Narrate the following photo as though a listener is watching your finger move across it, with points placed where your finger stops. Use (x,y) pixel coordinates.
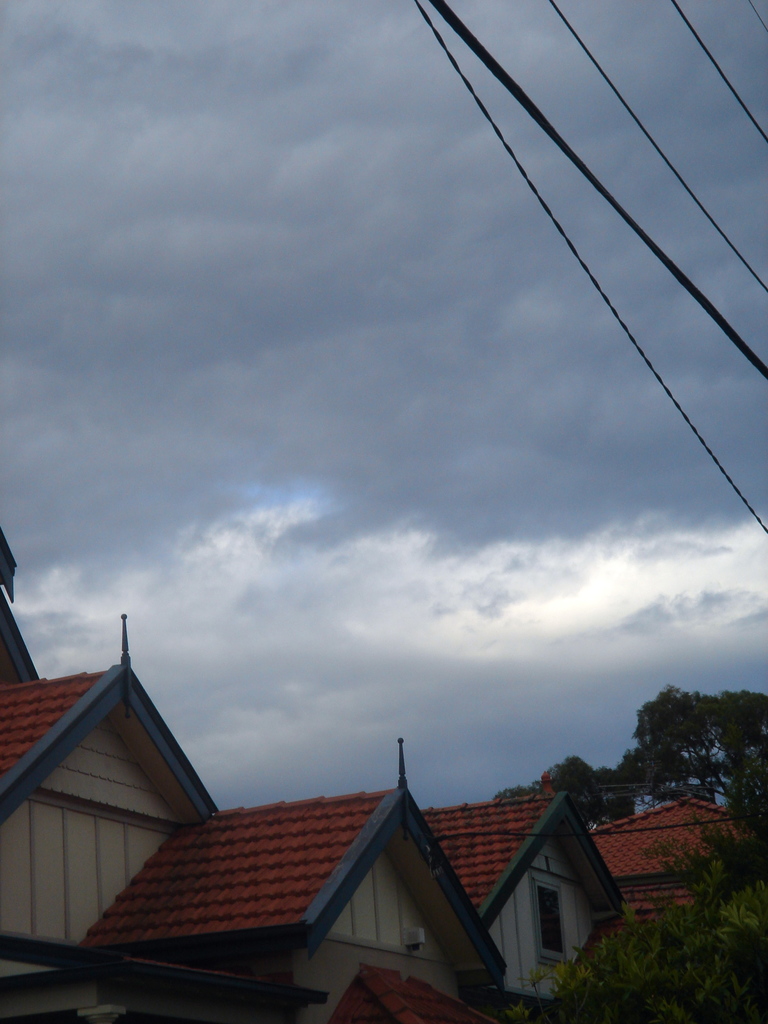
In this picture there are buildings (472,890) and trees (722,848). At the top (33,146) there is sky (347,607) and there are clouds (234,654) and there are wires (729,479) and there are roof tiles (219,855) on the top of the buildings (375,795).
